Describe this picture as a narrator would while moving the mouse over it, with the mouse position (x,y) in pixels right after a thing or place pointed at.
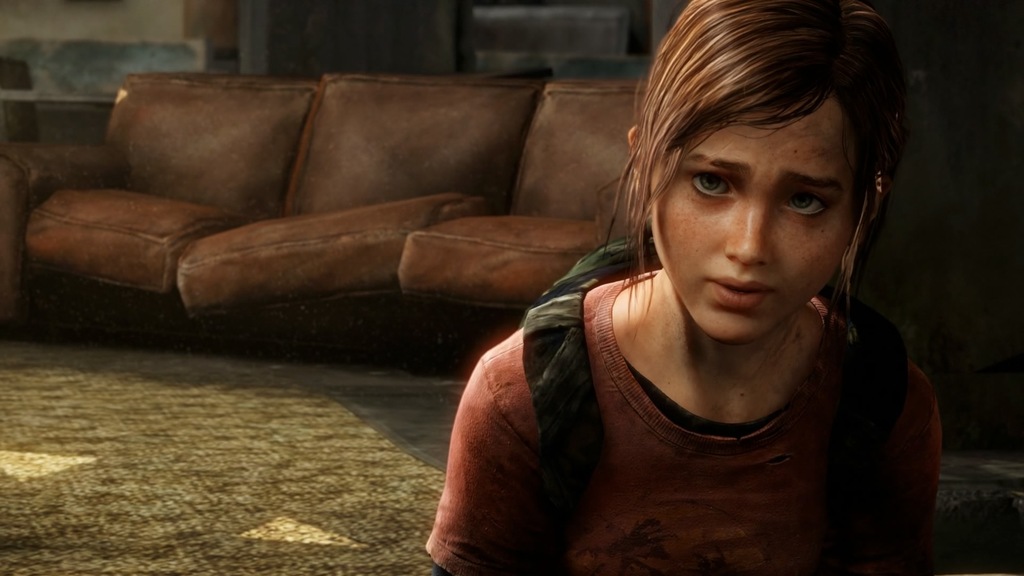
This image looks like an animation. This is a girl (632,330) wearing a backpack bag (560,327). This is a couch (409,183) with brown color. This looks like a carpet (256,490) placed on the floor (301,503).
